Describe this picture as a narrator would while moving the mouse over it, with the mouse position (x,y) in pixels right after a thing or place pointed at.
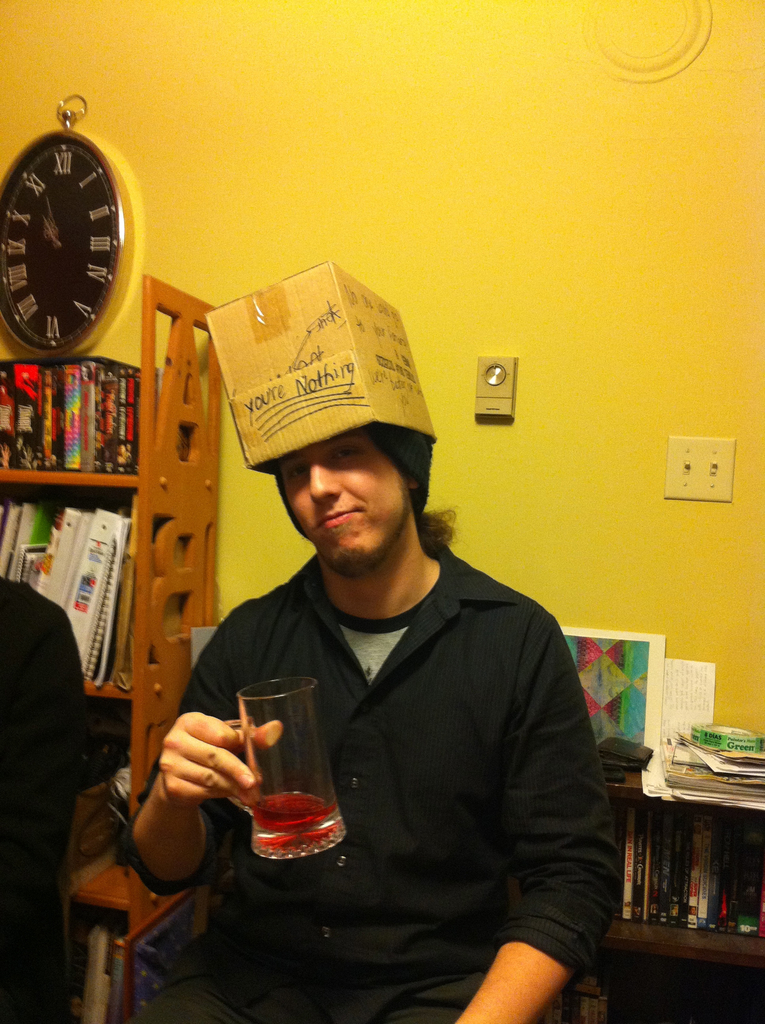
In this image I can see a person (502,987) sitting in a chair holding a glass (239,807) in his hand (223,754), wearing a carton box (241,414) on his head (313,534) with some text (298,395) and posing for the picture. I can see some bookshelf (157,546) and books (55,374) behind him, I can see a wall clock (31,156). I can see another person (19,884) on the left hand side of the image (20,885). I can see the wall (641,146) behind with some objects (506,386).
